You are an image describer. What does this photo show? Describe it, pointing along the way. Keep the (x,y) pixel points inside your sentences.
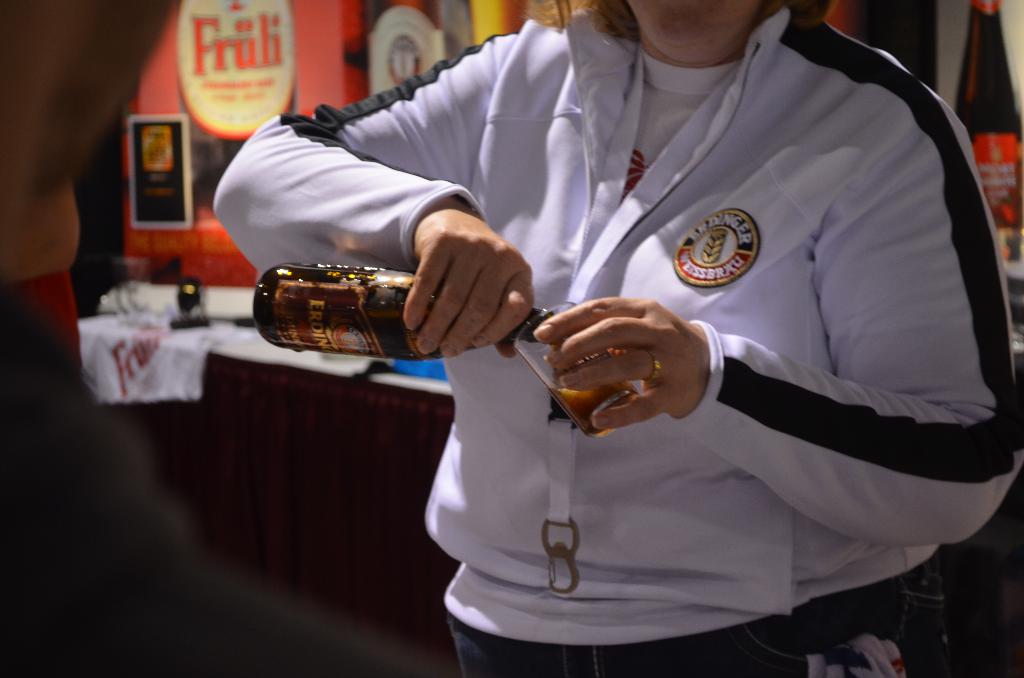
In this picture there is a person (493,321) holding a bottle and pouring liquid (581,390) into the glass (545,372).
